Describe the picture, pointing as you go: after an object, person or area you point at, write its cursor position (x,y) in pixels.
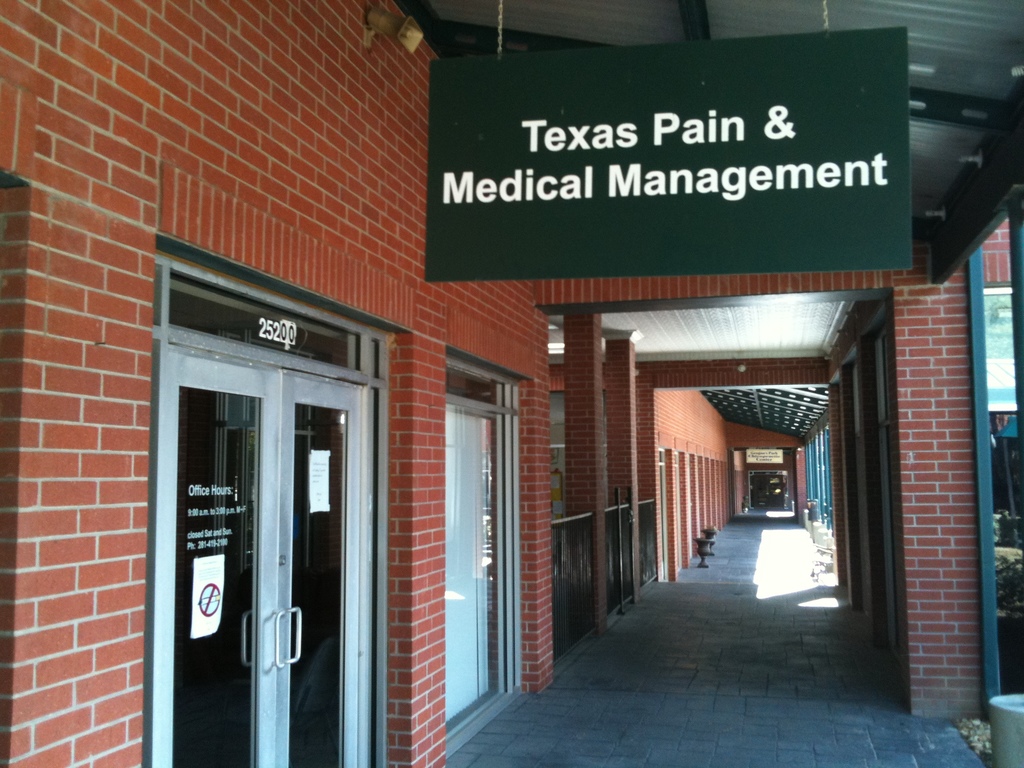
In this image I can see the building (495,547). To the left (258,550) there is a glass door (249,592) and I can see the brown color brick wall (284,214). In the top (643,217) there is board (643,217) and the name Texas pain and medical management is written on it.
